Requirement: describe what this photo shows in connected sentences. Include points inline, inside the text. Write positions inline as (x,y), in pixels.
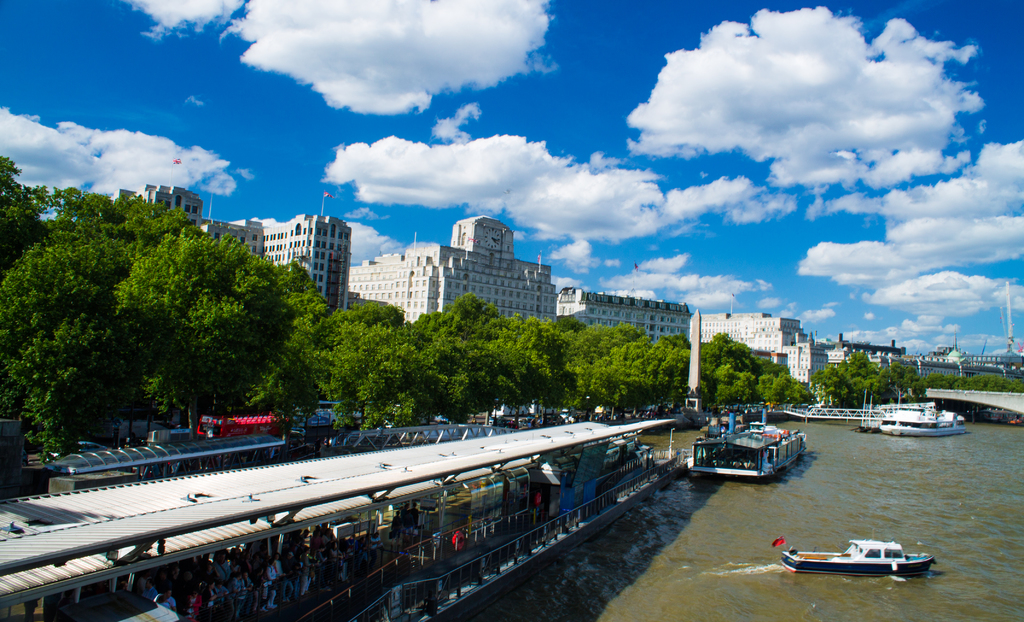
There are few ships (933,426) on water (856,485) and there are few persons (333,564) standing in the left corner (286,584) and there are buildings (395,274) and trees (446,336) in the background (348,341).
